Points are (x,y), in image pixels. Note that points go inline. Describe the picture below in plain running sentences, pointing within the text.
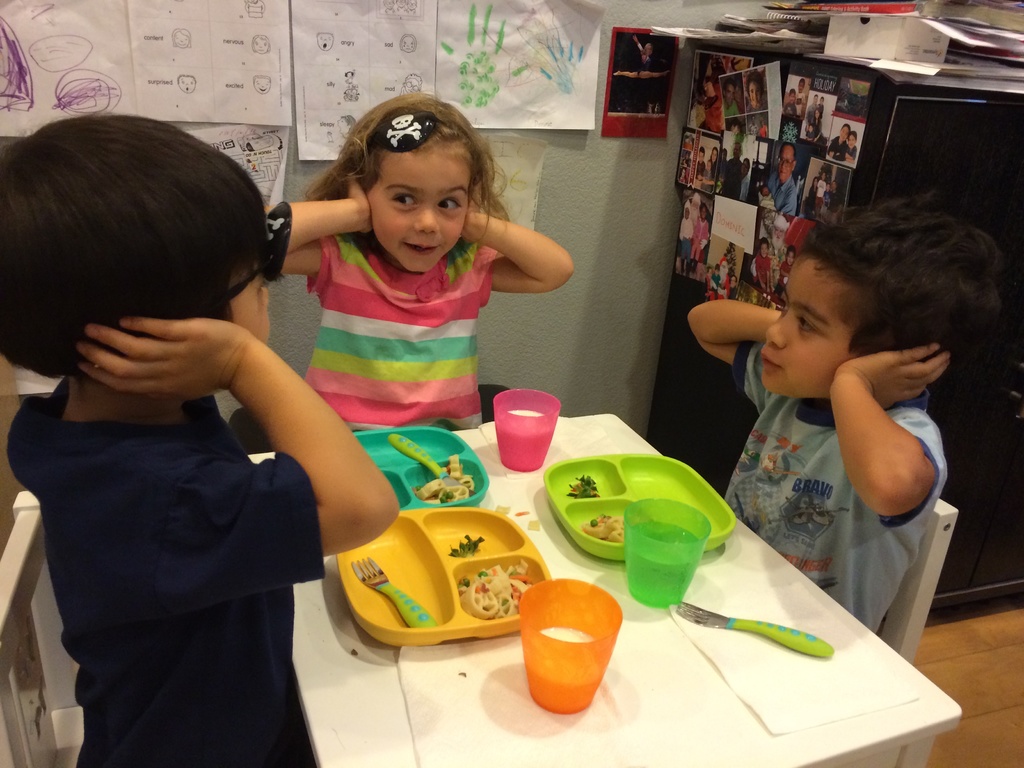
In this picture, there is a table (451,495) at the bottom (388,663). Around the table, there are kids (166,483) sitting on the chairs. In the center (404,331), there is a girl (417,296) wearing a striped shirt (447,321). Towards the right (791,457), there is a boy (815,500) wearing grey shirt (818,436). Towards the left (90,576), there is a kid (143,641) wearing blue t shirt (196,670). On the table (483,675), there are plates (504,565) with food (514,581) and glasses (554,655) with liquids (572,698). On the top (418,69), there is a wall (604,66) with charts (146,96) and papers (609,108). Towards the right corner (852,154), there is a cabinet (875,73) with pictures (790,143).
